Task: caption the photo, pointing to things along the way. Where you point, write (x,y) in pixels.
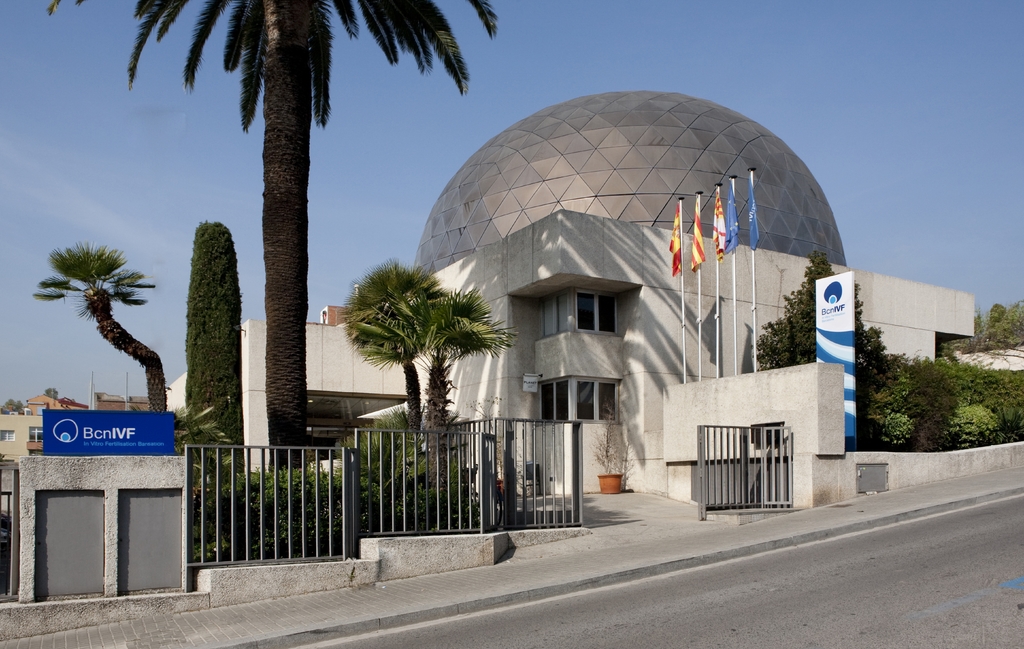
In the picture I can see the building (325,393) and trees (121,325). I can see the glass dome structure (602,197) at the top of the building (746,282). I can see the flag poles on the right side (683,322). In the foreground (555,478), I can see the metal grill fence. I can see the road (766,612) at the bottom of the picture (790,631). There are no clouds in the sky (143,181).
